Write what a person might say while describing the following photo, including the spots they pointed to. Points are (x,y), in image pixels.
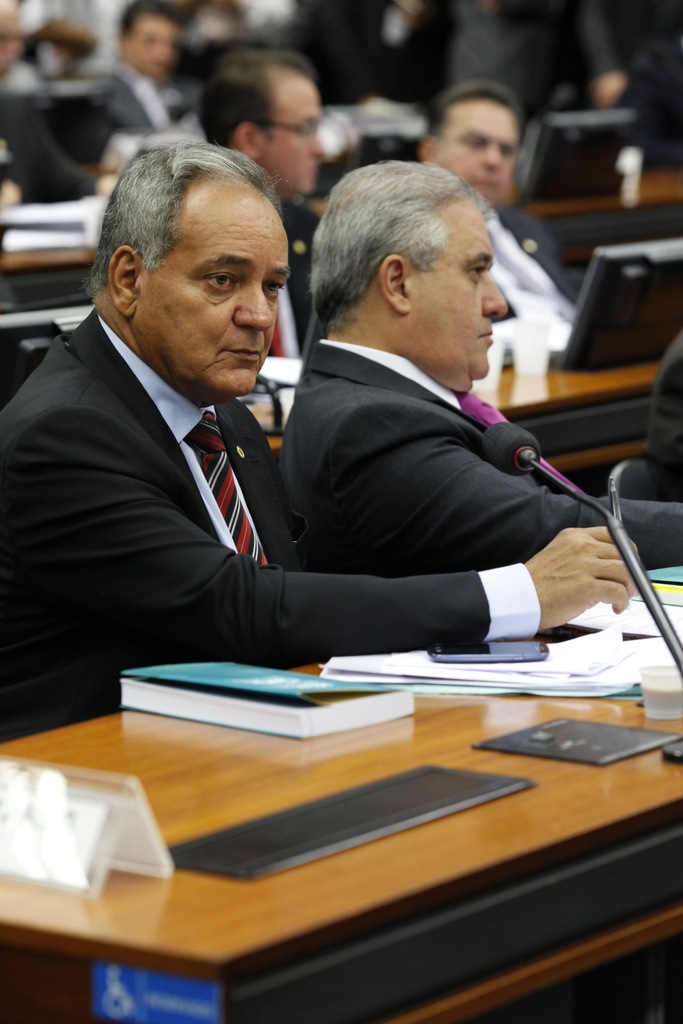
In this picture we can see some people (421,366) sitting in front of a table (406,752), there is a book (325,724) on the table (346,737) and we can see a microphone (530,453) in front of the man (441,467), the man (62,484) wore suit (189,479), in the background (424,106) also we can see some people (455,89) sitting in front of table (601,240) looking at something, there is a mobile phone (519,649) on the table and we can also see some of the papers (649,632) which are placed on the table (597,911).
